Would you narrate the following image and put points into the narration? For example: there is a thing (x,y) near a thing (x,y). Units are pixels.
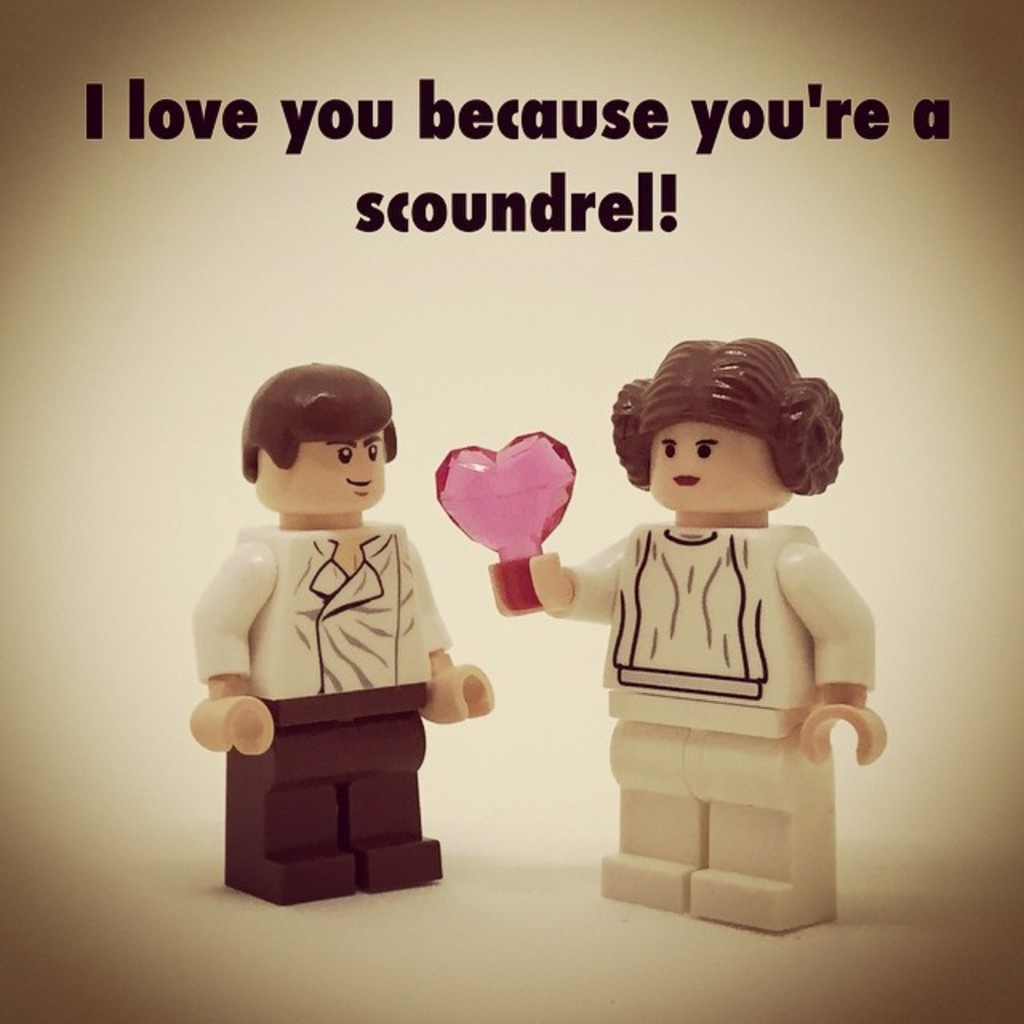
In this image, we can see depiction of persons (581,583) on the yellow background. There is a text (829,131) at the top of the image (465,126).
